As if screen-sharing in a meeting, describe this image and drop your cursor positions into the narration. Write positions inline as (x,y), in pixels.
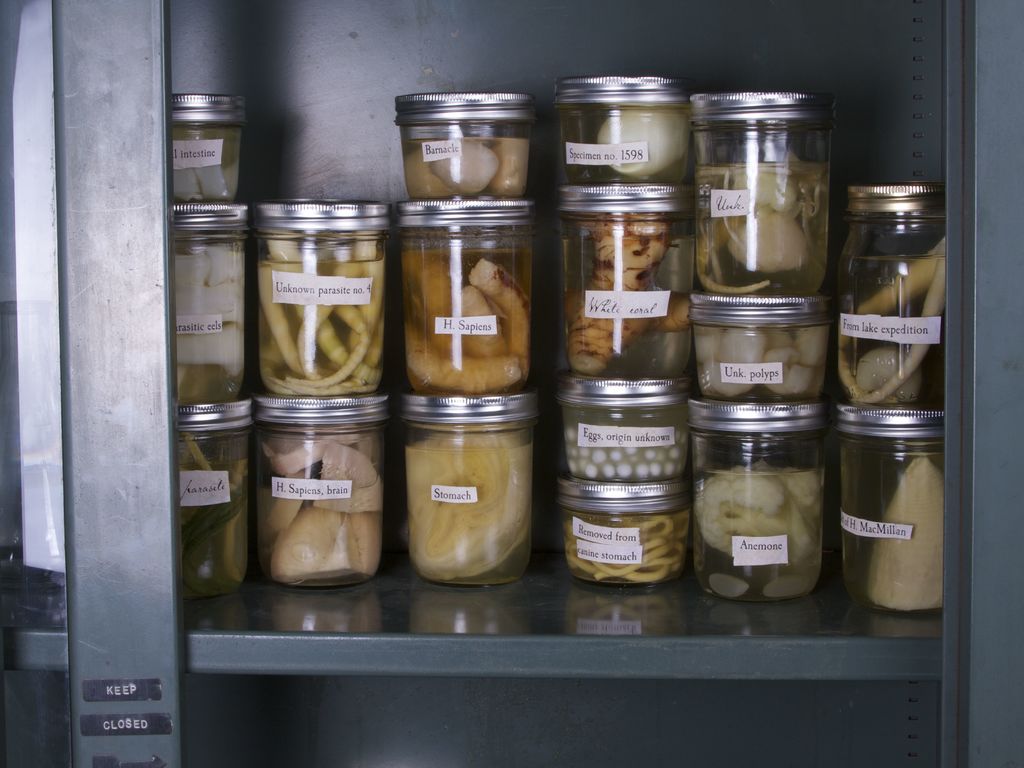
Here we can see jar bottles (419,496) with some items (297,456) in it on a rack (538,644). On the left (31,320) we can see an object (33,368) and this is a pole (147,414).
